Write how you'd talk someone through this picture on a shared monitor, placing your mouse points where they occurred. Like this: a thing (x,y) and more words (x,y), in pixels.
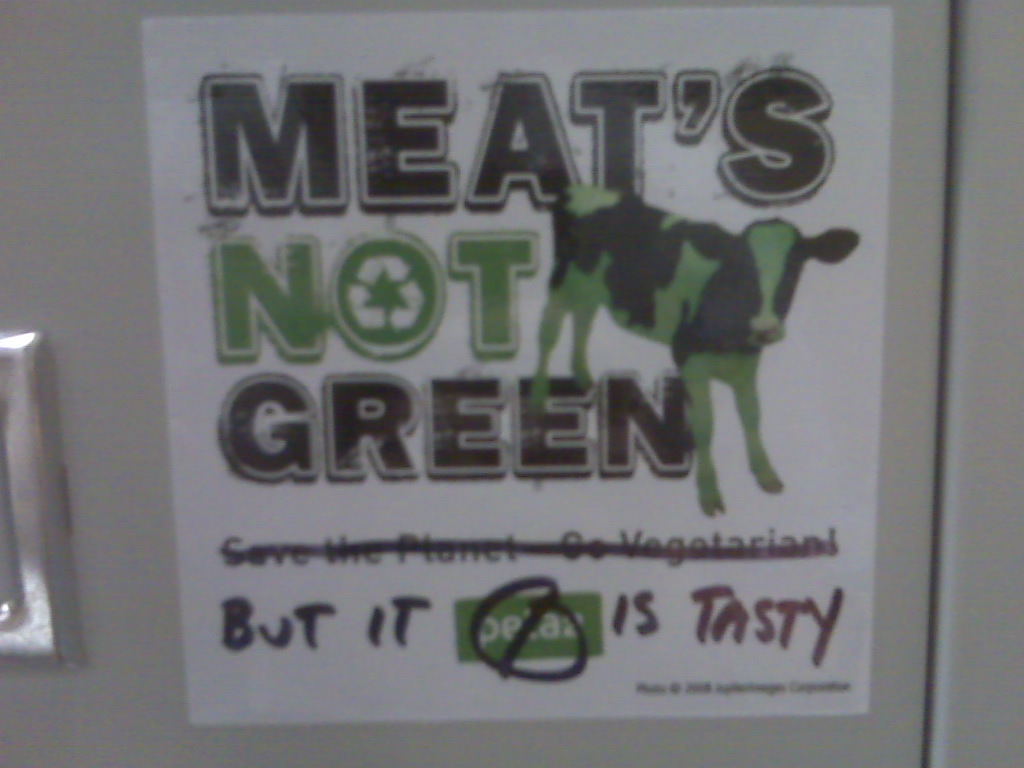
In the picture we can see a poster (370,297) on which we can see some text (715,595) and a picture (762,314) of a cow (643,328).
